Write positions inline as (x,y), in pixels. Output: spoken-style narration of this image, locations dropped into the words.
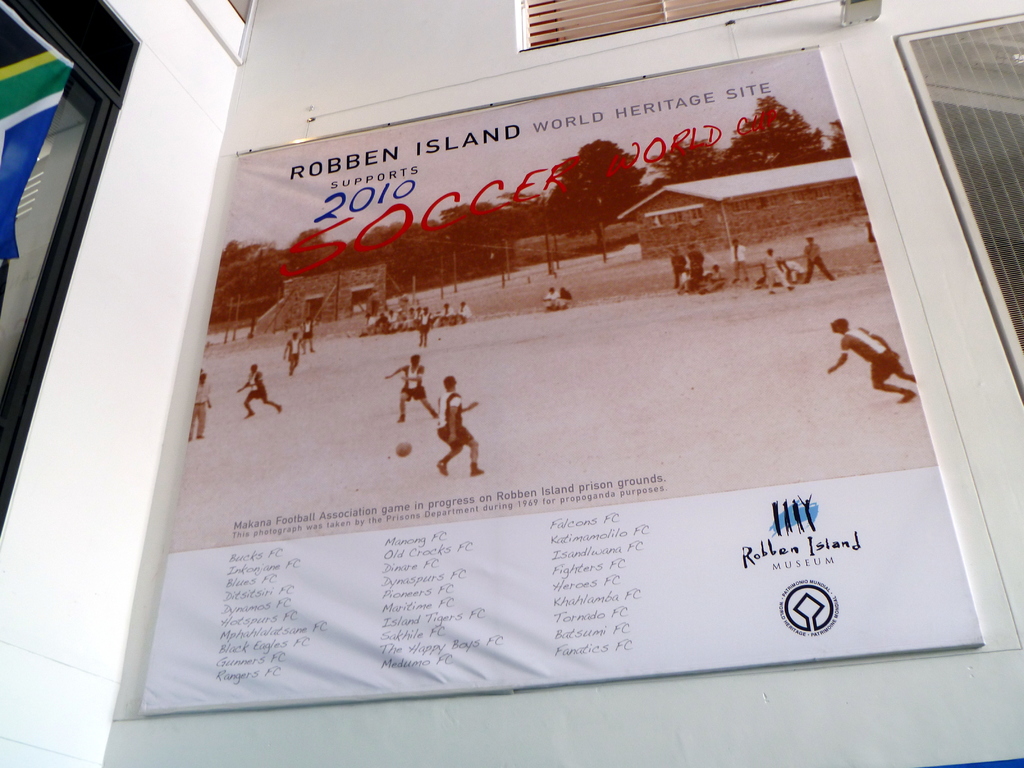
In this picture I can see a board (600,355) on the wall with some text (604,542) and I can see picture (599,373) of few people (472,444) playing football and looks like flag (39,132) on the left side (21,119).
